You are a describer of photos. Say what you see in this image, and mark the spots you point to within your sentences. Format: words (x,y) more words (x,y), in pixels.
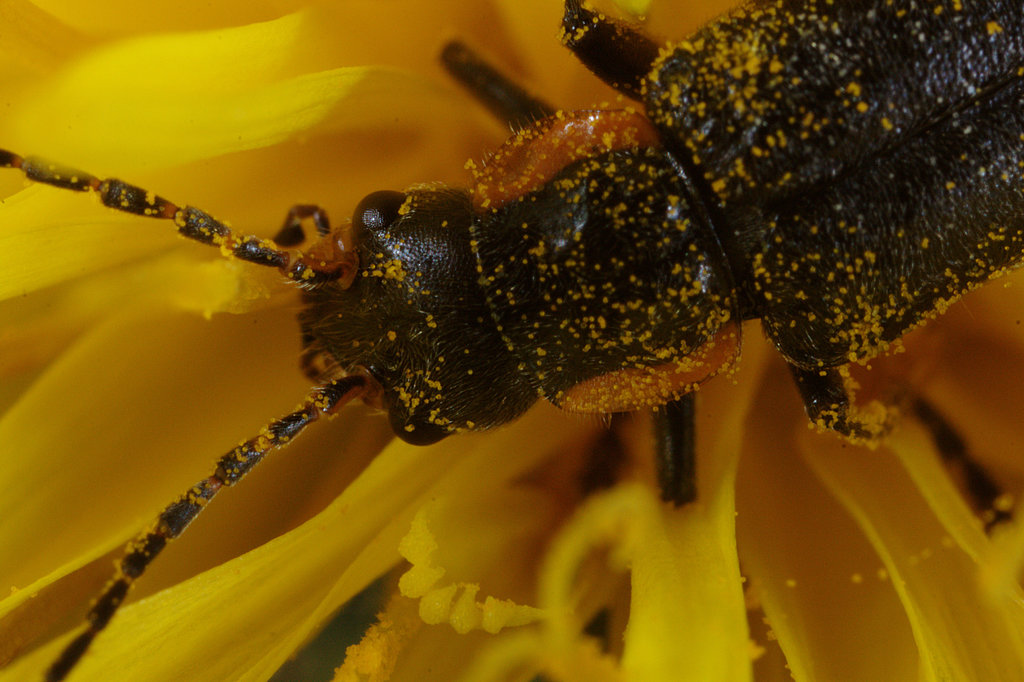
This is a beetle (110,191) on a flower (930,484).
